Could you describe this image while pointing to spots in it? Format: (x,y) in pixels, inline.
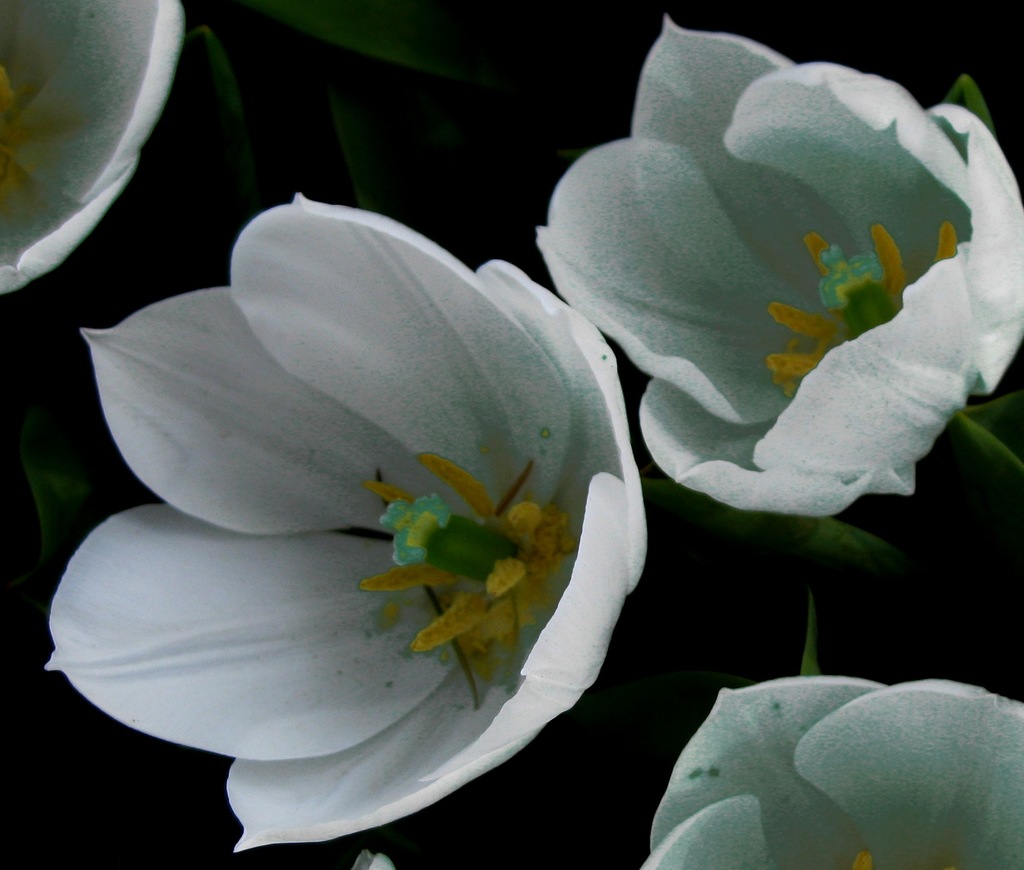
In the picture I can see white color flowers (438,471).
